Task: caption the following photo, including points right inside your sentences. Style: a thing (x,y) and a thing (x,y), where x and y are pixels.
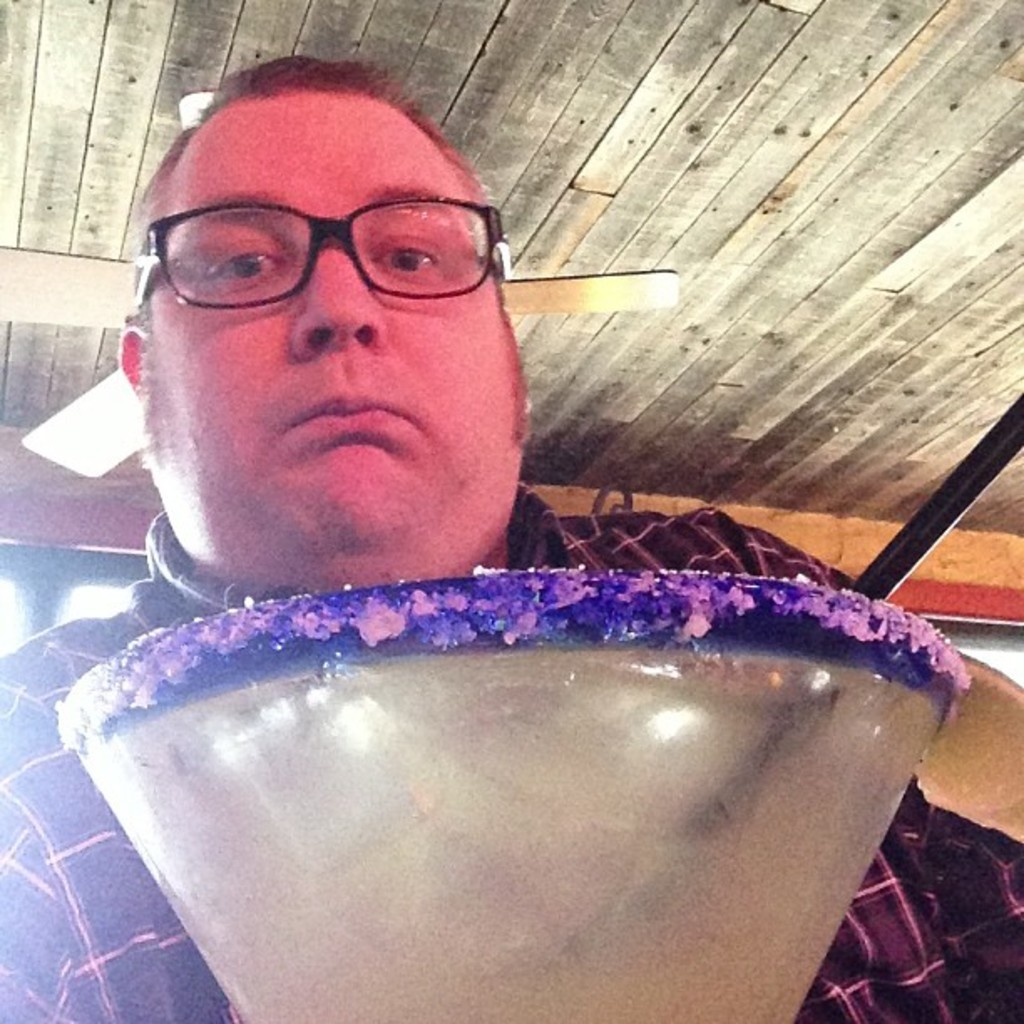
In this image I can see the person (69,779) with the dress (69,779) and specs (481,264). In-front of the person (13,732) I can see an object (490,846) which is in cream, blue and purple color. At the top (117,301) I can see the fan (134,285) to the wooden ceiling (609,136).
